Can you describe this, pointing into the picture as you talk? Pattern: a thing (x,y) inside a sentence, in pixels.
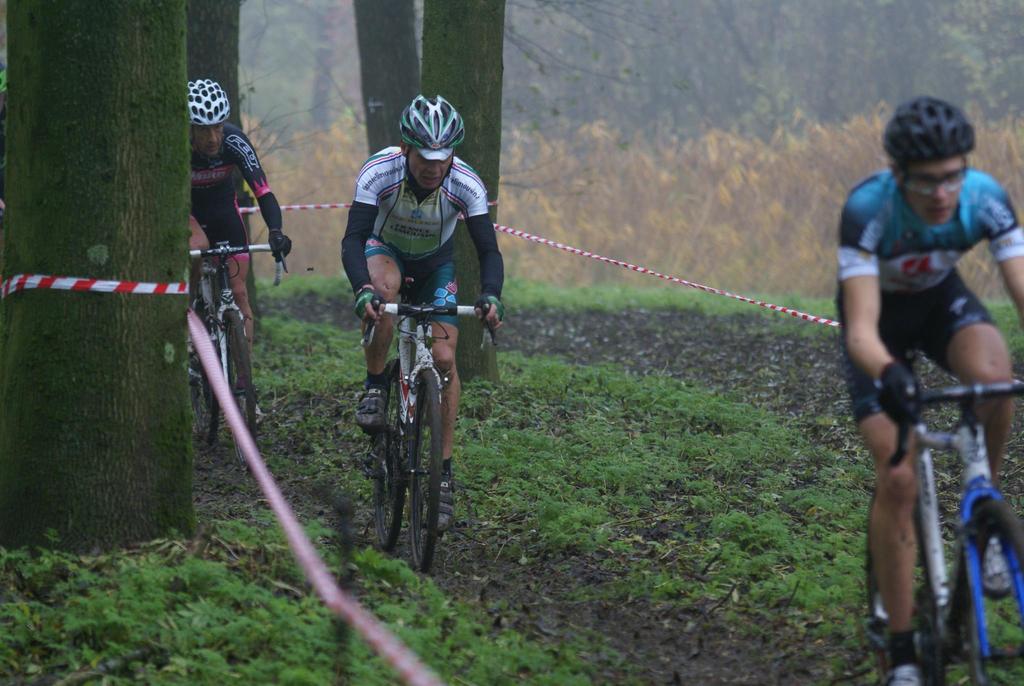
There are three persons (212,168) wearing helmets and gloves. They are riding cycles (969,518). There are trees (163,331). And ropes (384,648) are tied with the trees (169,348). In the background (840,45) there are trees (376,53). On the ground (200,450) there is grass (709,294).
